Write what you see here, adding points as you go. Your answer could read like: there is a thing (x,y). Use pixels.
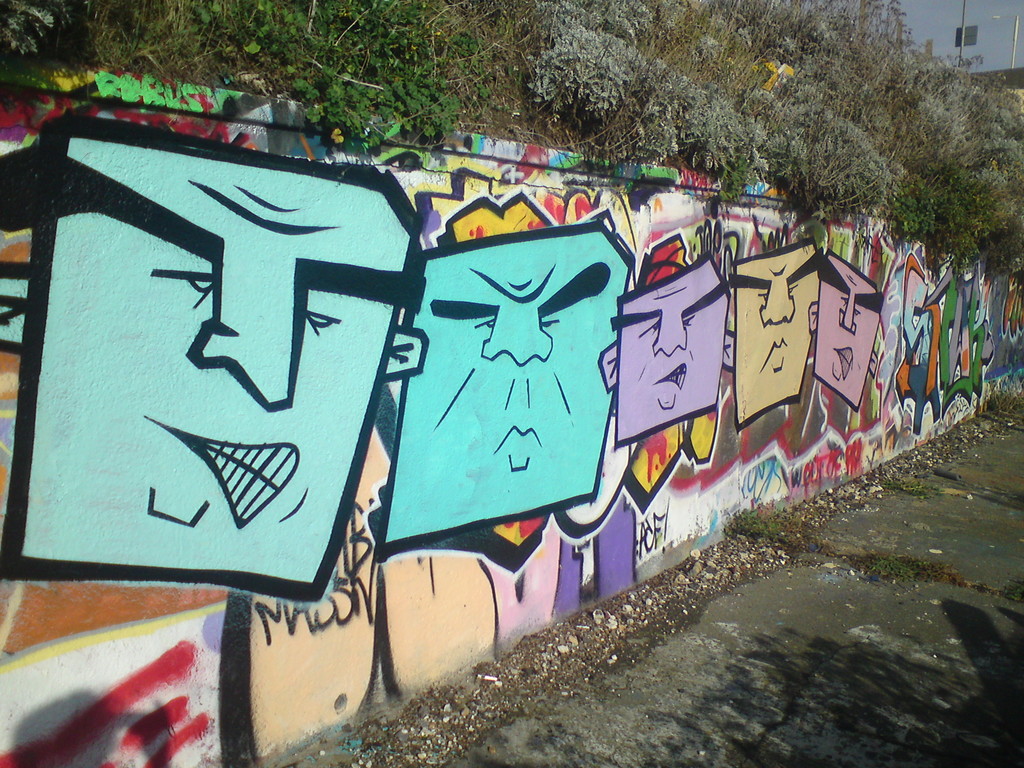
In this picture I can observe a wall (317,564). There is a graffiti art (463,447) on the wall (507,365). I can observe blue, purple, cream and red colors on the wall (301,506). There are some trees (977,172) and plants (922,99). In the background (933,34) there is a sky (925,30).
